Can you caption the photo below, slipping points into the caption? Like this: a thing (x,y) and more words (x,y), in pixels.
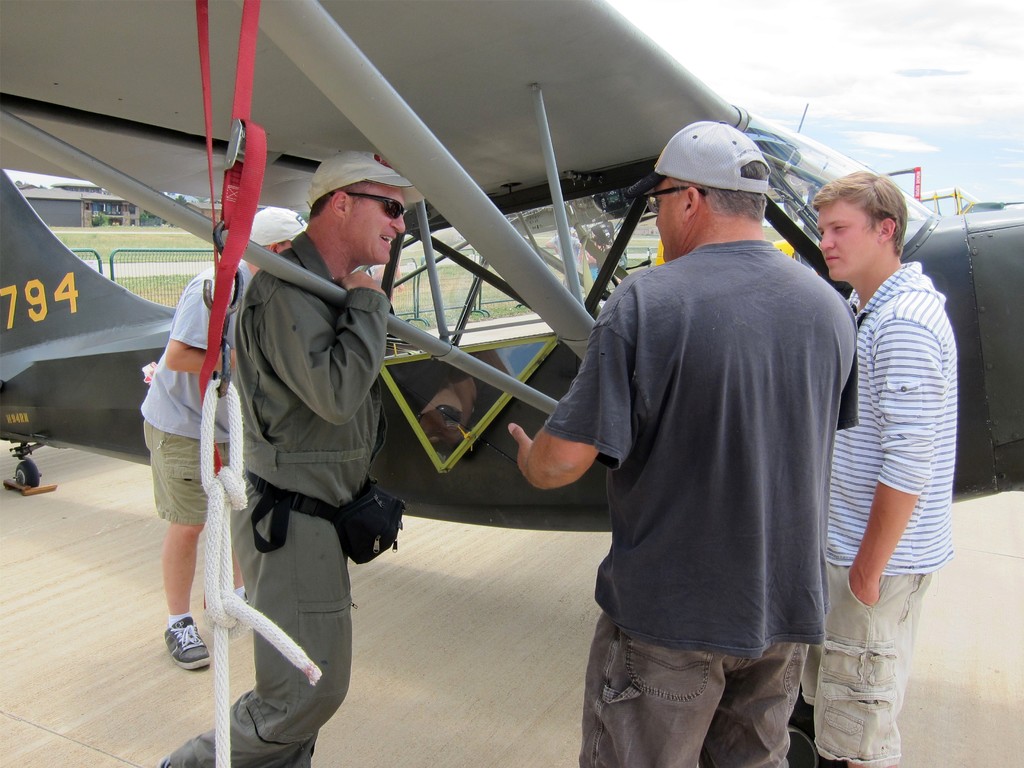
In this image we can see group of persons (711,334) are standing on the ground (519,335), and smiling, in front (36,291) here is the aircraft (574,274), here are the wings (23,88), at back here is the grass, at above here is the sky (868,37).
